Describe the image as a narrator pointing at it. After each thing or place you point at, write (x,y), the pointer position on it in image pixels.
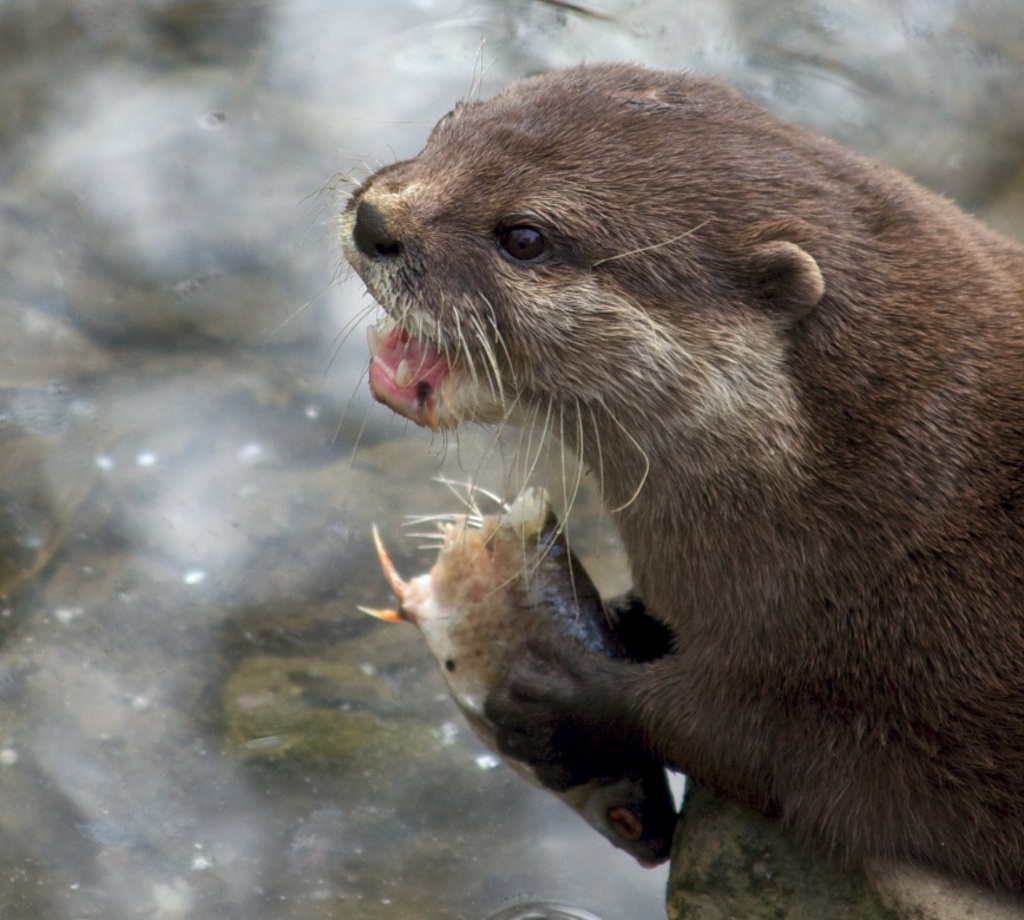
Here in this picture we can see an animal (594,328) present over there and it is holding something in its hand (527,669) and we can see water (273,509) in front of it all over there.
